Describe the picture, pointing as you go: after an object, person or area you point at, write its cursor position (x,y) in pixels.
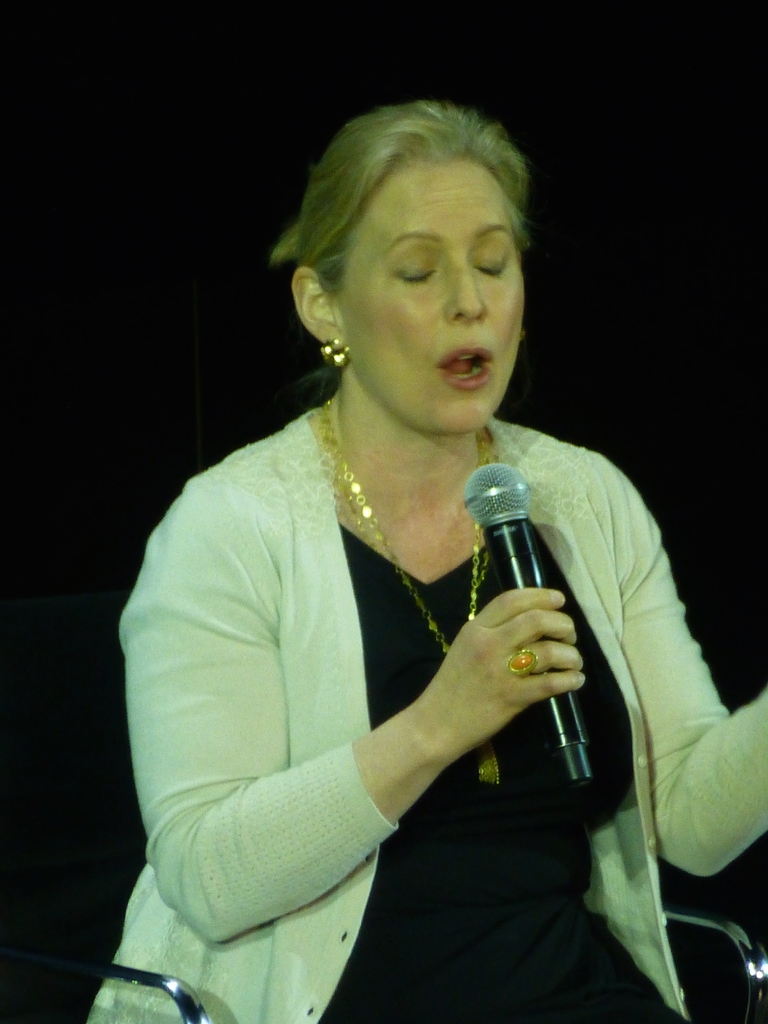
In this image, there is a person (296,447) sitting on the chair (68,760) and holding a mic (513,585) with her hand (532,626). This person (338,545) is wearing clothes (305,721) and jewelry (421,607).
